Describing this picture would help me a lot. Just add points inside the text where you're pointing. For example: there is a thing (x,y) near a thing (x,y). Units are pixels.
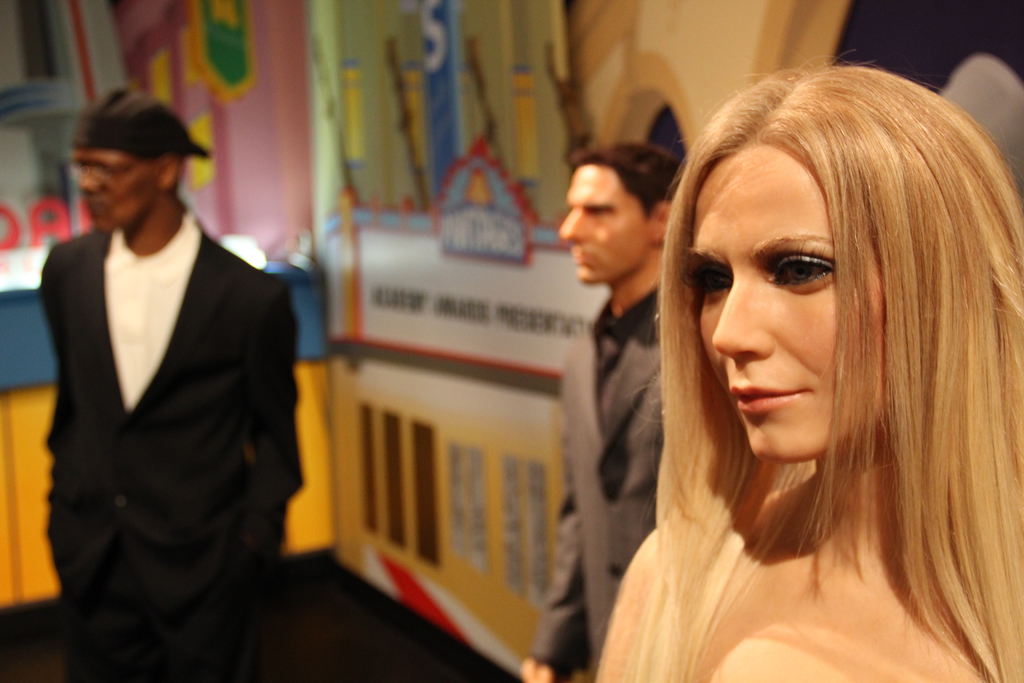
On the right (782,618) there is a woman statue (946,308), besides her we can see a person statue (628,323) who is wearing suit (633,427). On the left (121,188) we can see a black color statue (140,301) who is wearing cap (126,136) and blazer (182,376). On the background (405,256) we can see a colorful wall (486,218).
